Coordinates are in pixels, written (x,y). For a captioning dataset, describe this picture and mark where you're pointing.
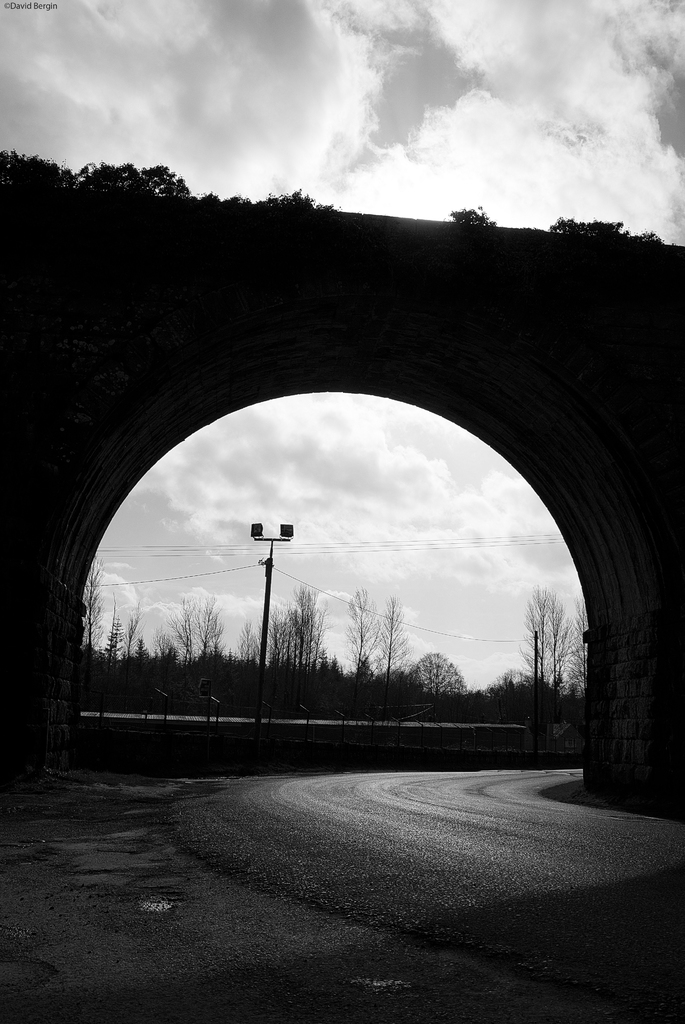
In this image in the center (257,347) there is a bridge (446,310) and on the bridge (333,234) there are plants (83,189). In the background (336,698) there are trees (534,673), there is a pole (266,564) and the sky (332,533) is cloudy.
